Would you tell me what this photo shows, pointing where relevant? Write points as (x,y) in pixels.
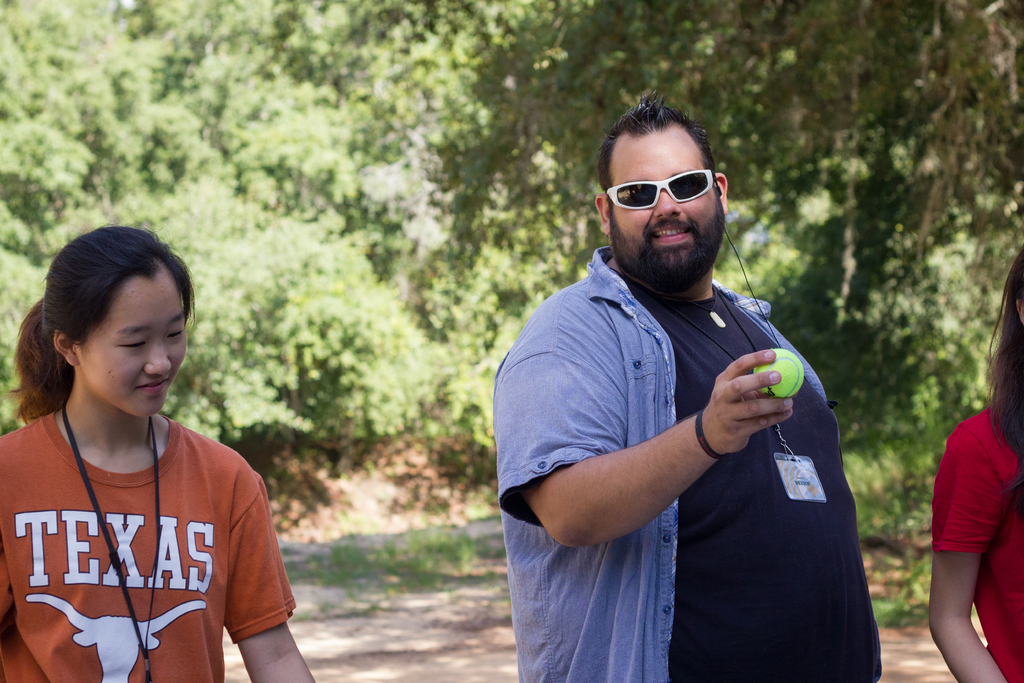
There are people (1012,553) and this man (732,354) holding a ball (784,349) and wore glasses (657,184). In the background (893,131) we can see trees (161,174).
